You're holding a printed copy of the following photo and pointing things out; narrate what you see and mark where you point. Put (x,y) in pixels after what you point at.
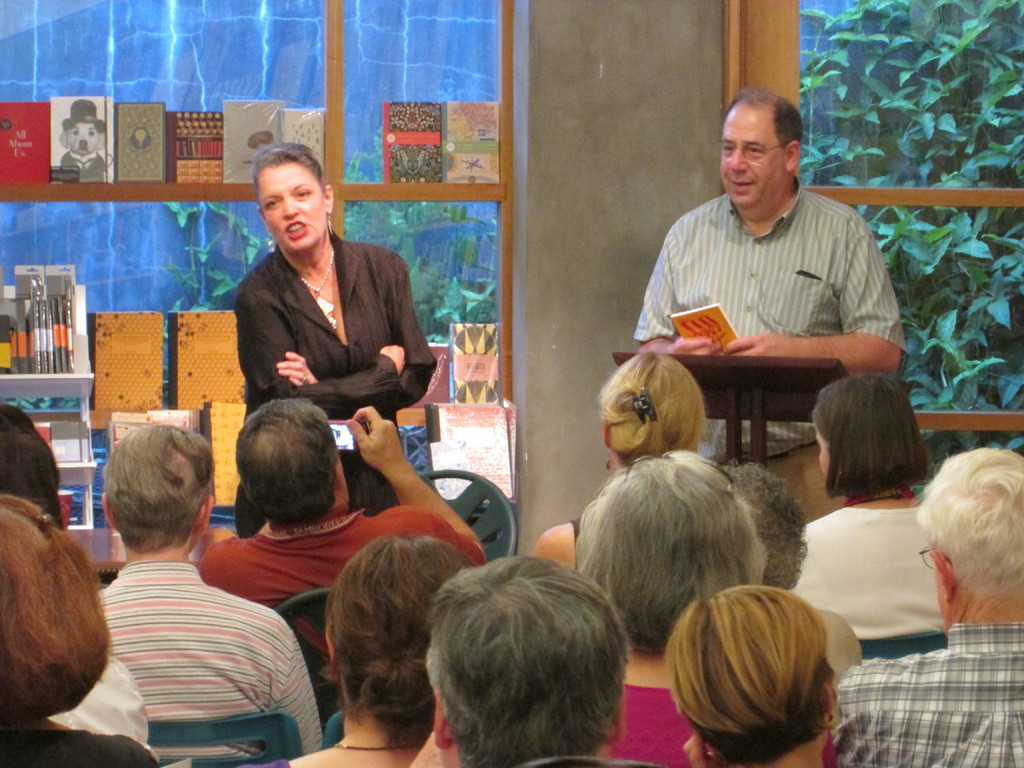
In this image we can see a man (769,267) and a woman (335,267) standing. In that the man (767,289) is standing beside a speaker stand (720,379) holding a book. On the bottom of the image (374,584) we can see a group of people (324,581) sitting on the chairs (313,609). In that a person (319,534) is holding a device (338,449). On the backside (583,350) we can see some books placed in the shelves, a window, wall (544,336) and some plants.
